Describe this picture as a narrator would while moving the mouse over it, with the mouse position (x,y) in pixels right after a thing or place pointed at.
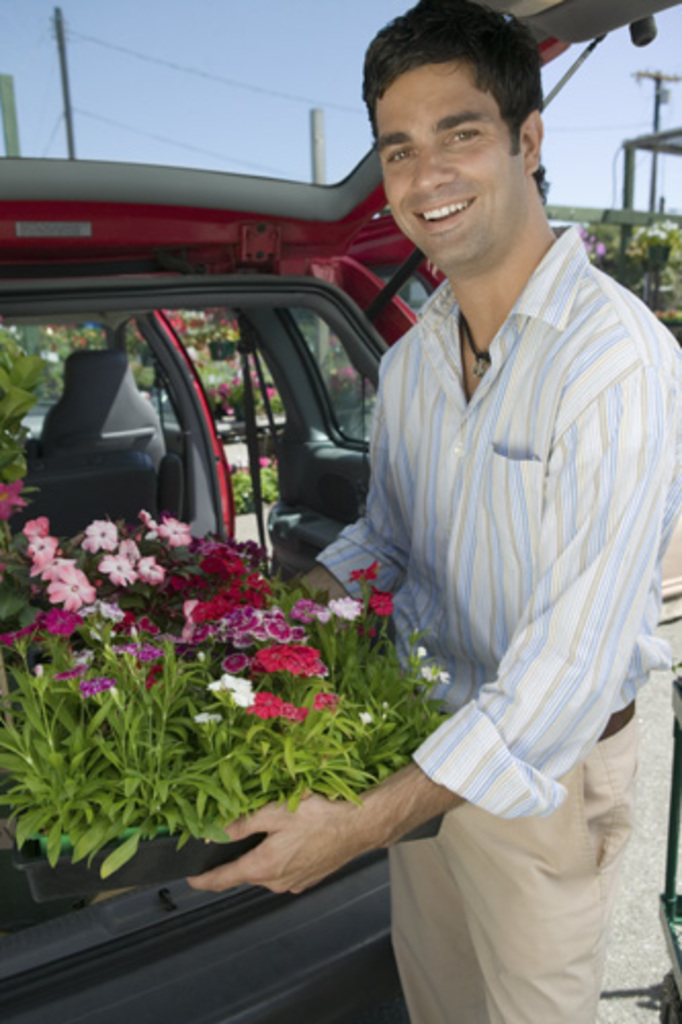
In this image a person (550,708) is standing behind the car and holding a pot (62,851) having few plants (133,713) with flowers (73,669). He is wearing shirt (558,760), belt (625,720), pant (545,910). Behind him there are few plants (5,400), poles (633,160) and sky (607,133).
